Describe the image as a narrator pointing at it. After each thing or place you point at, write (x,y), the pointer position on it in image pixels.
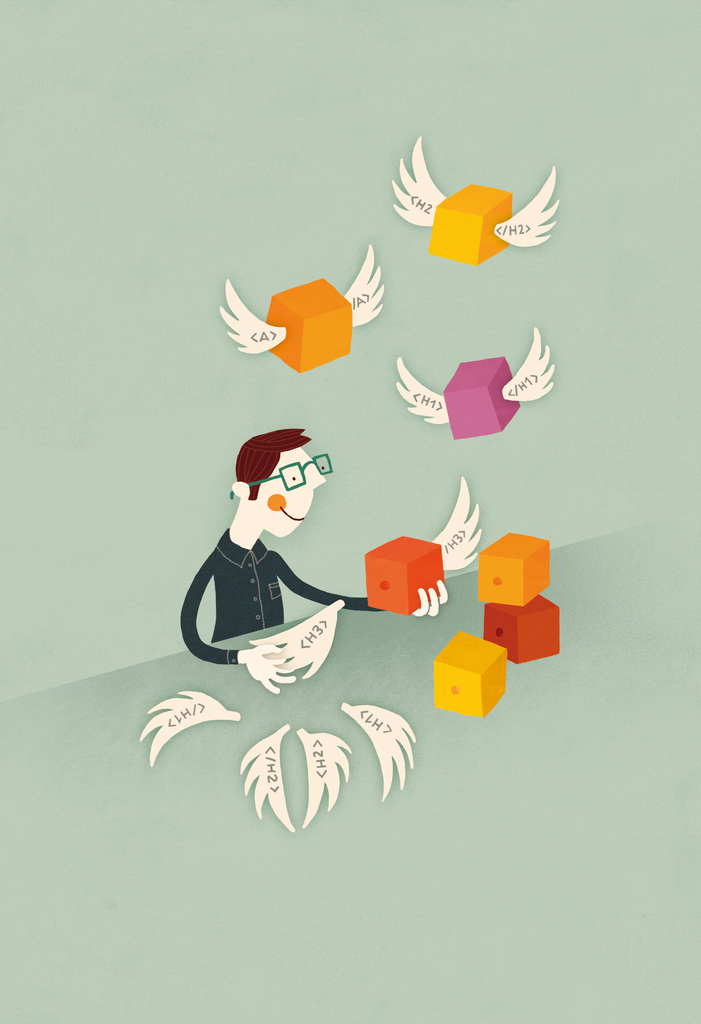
In this image we can see the cartoon person (268,508) sitting and holding objects (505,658). and we can see the many animated cubes (499,386) with wings (421,413).
